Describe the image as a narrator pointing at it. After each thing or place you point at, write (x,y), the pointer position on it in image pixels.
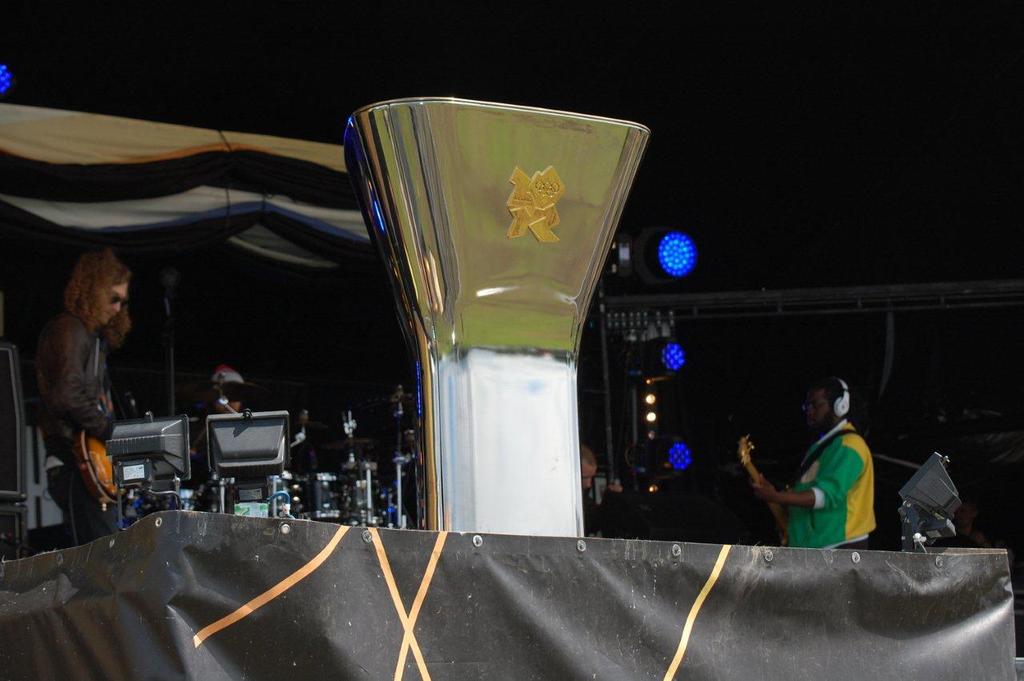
In the center of the image (441,310) there is an object (497,483). Image also consists of three people (96,378) playing musical instruments (254,397). There is roof (271,216) for shelter. Lights (668,265) and mike's (173,270) are also present.
